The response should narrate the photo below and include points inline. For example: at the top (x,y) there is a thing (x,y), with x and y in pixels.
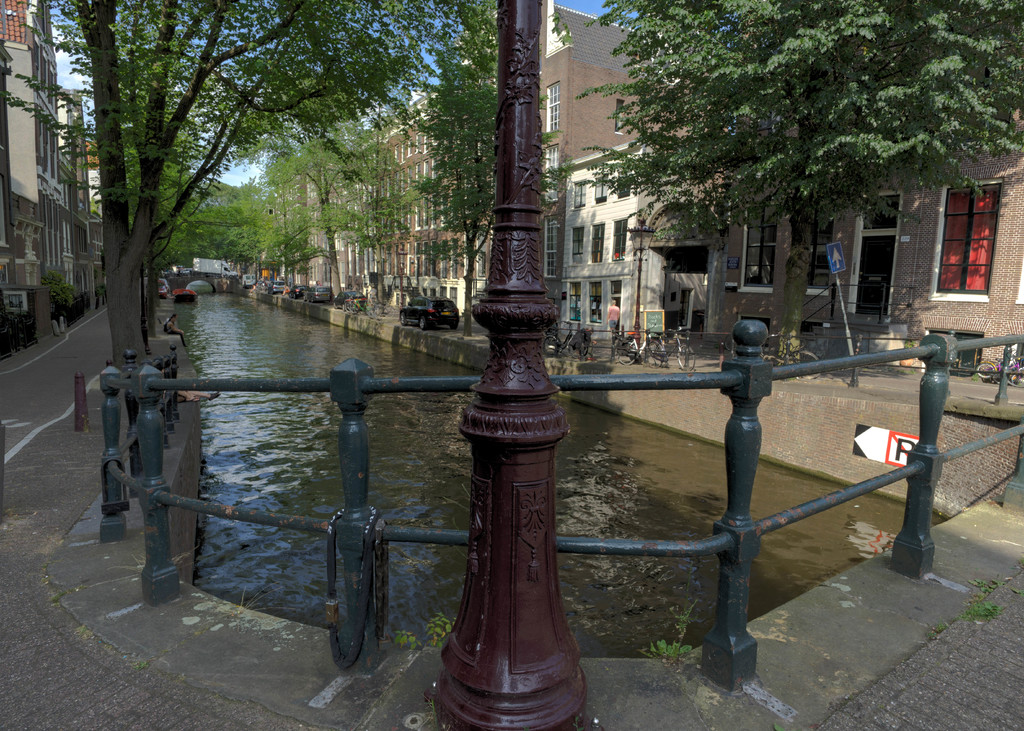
We can see fence (754,402), pole (519,612), water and wall (714,416). In the background (57,270) we can see buildings (927,284), trees (895,95), vehicles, plants (61,291) and there is a person (613,315) walking and we can see sky (598,8).
